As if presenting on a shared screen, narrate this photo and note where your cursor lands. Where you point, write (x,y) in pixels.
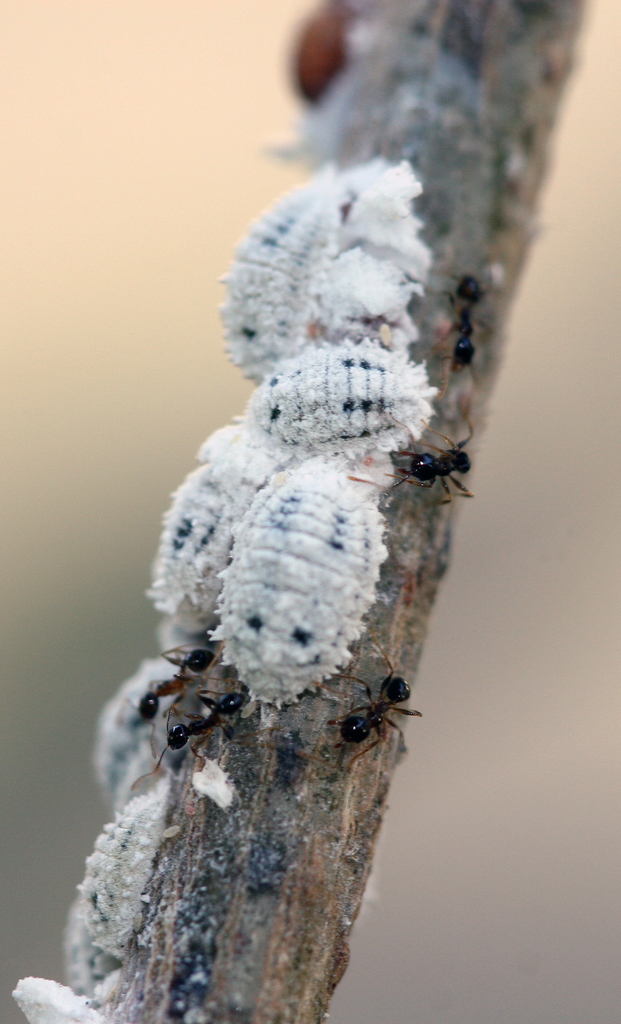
In this image we can see a stick (272,822). On that there are ants (145,713) and some other insects (256,524). In the background (485,701) it is blur.
